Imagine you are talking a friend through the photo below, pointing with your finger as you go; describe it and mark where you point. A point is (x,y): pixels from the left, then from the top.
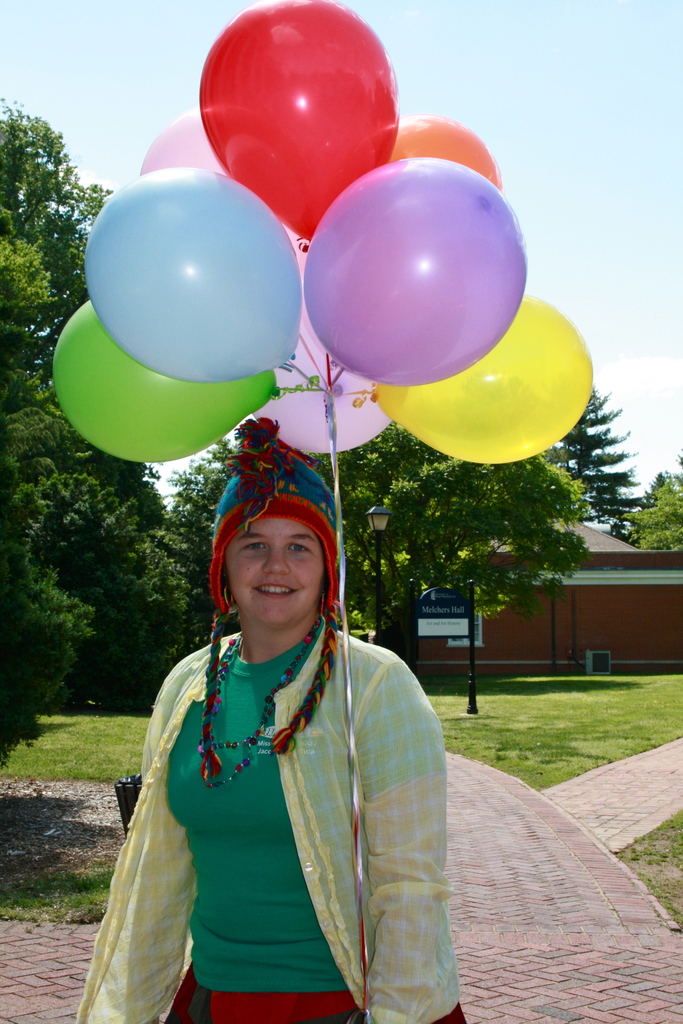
In this image we can see a woman (351,878) standing. She is holding balloons (392,330) in her hand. In the background (623,552) we can see a building (627,565), group of trees (514,476), poles (471,666) a sign board (443,615) and sky (569,180).
